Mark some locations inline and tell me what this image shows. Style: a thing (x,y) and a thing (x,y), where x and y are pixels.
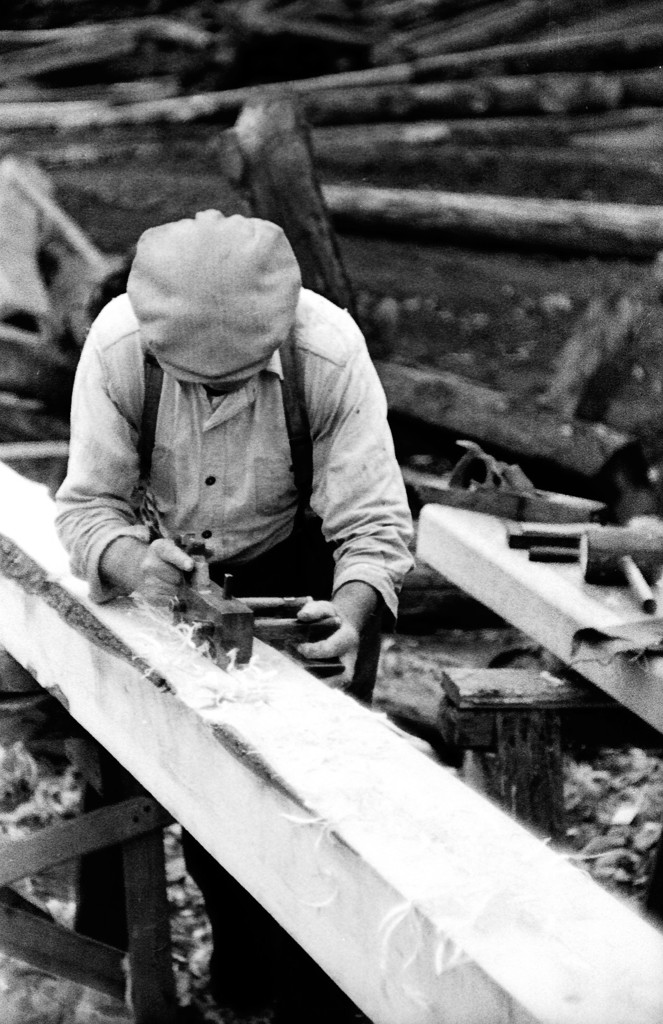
In this picture I can see a person (227,546) cleaning the wood (311,835), on the right side (610,553) there is a hammer (652,596), in the background (1,367) there are logs (473,196).
